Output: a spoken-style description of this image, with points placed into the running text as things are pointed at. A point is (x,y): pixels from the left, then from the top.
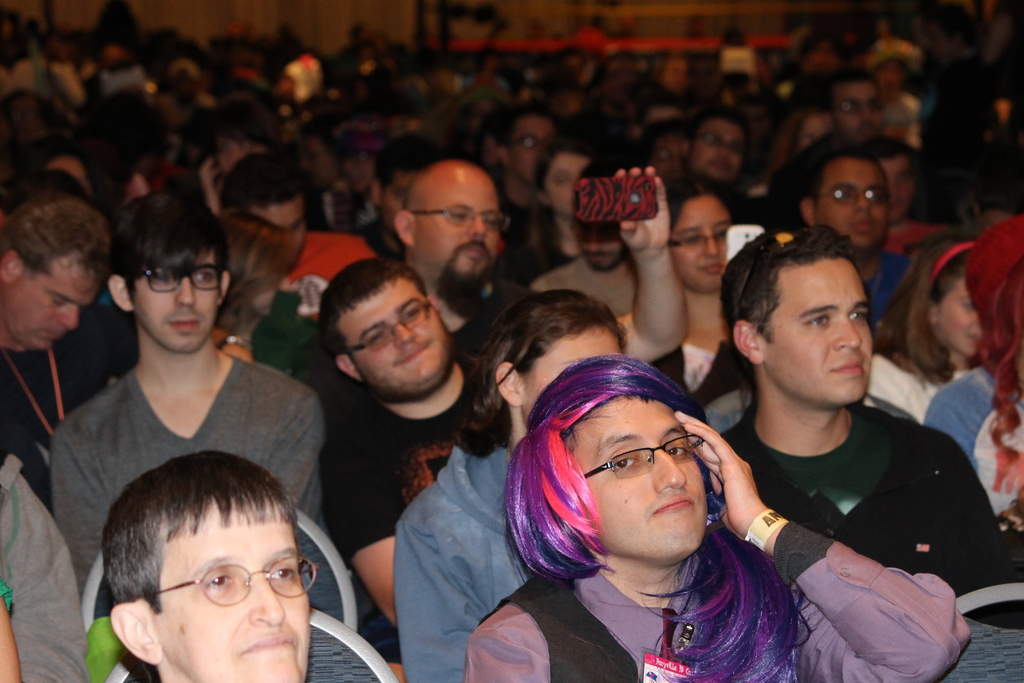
In this picture there are group of people (717,206) sitting and there is a man (659,214) sitting and holding the device (601,203). At the back (518,29) it looks like a wall (410,30).
